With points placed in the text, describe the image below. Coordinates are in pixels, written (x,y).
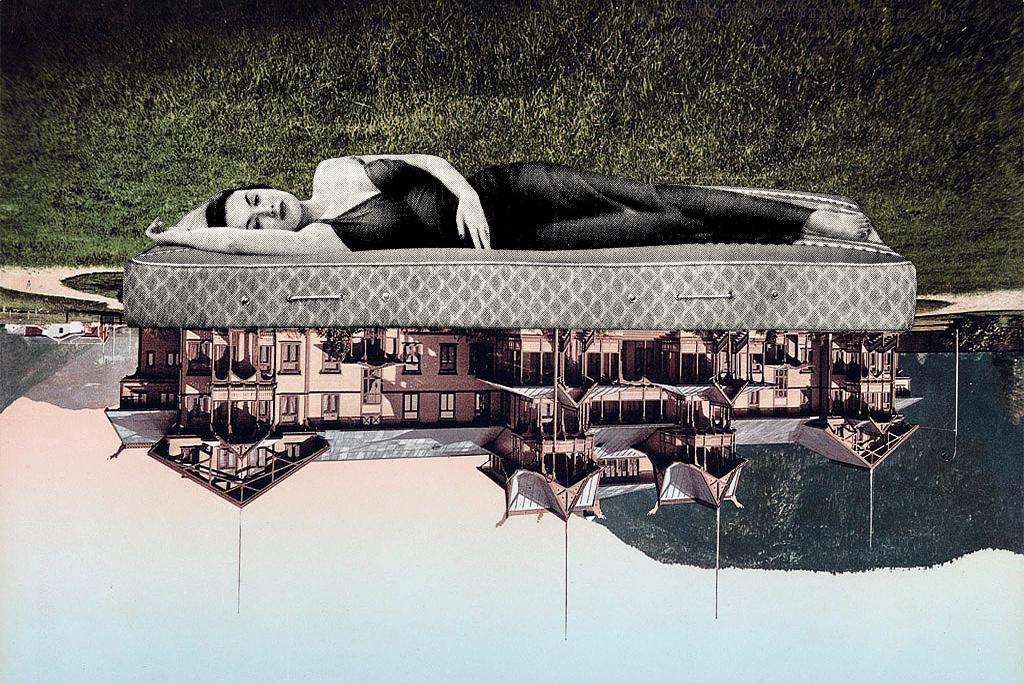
This picture shows a graphical image, we see reflection (474,417) of a Building (305,450) in water (532,653) and a woman (459,224) sleeping on the bed (310,286) and i can see grass (559,106).
